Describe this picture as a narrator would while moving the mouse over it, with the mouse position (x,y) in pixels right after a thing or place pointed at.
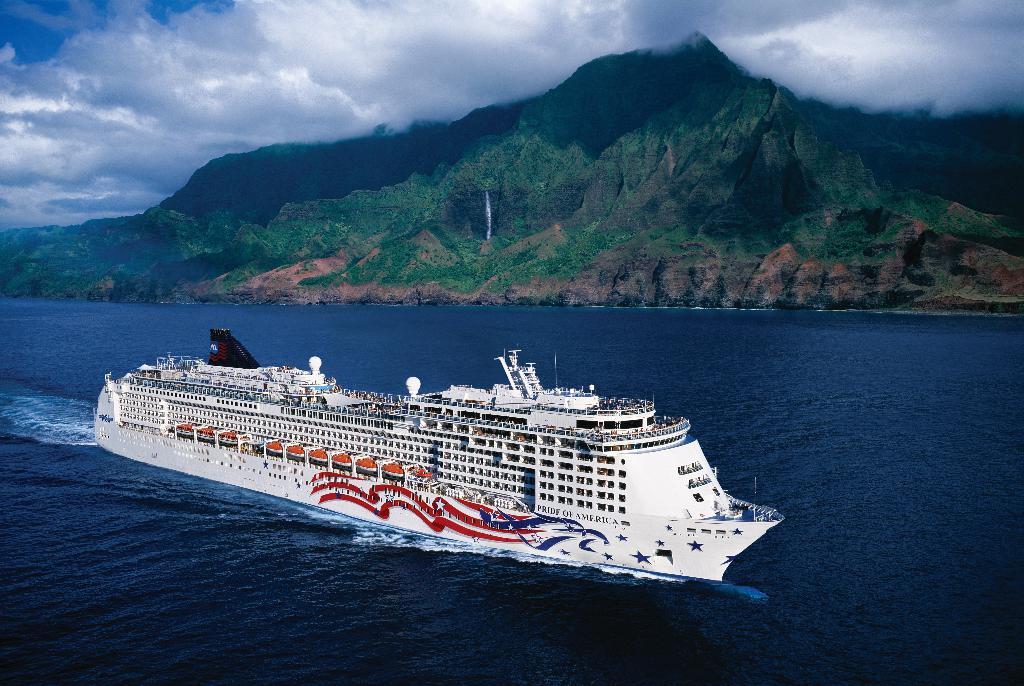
In this picture we can see ship (491,452) on the water (644,633). In the background (423,251) we can see trees (112,237), mountains (327,164) and plants (797,224). On the top (352,28) we can see sky (229,23) and clouds (349,23).
